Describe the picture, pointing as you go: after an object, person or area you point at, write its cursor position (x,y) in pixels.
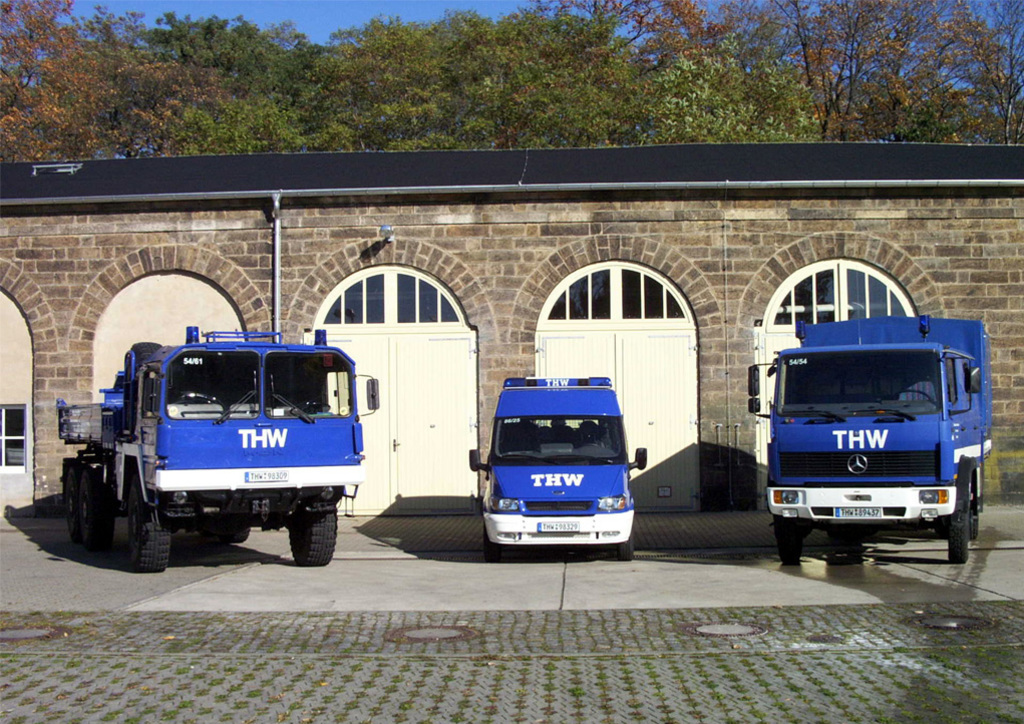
There are vehicles (596,503) on the road (516,612). Here we can see doors (643,419) and wall (30,286). In the background (733,21) there are trees (845,100) and sky (311,25).
